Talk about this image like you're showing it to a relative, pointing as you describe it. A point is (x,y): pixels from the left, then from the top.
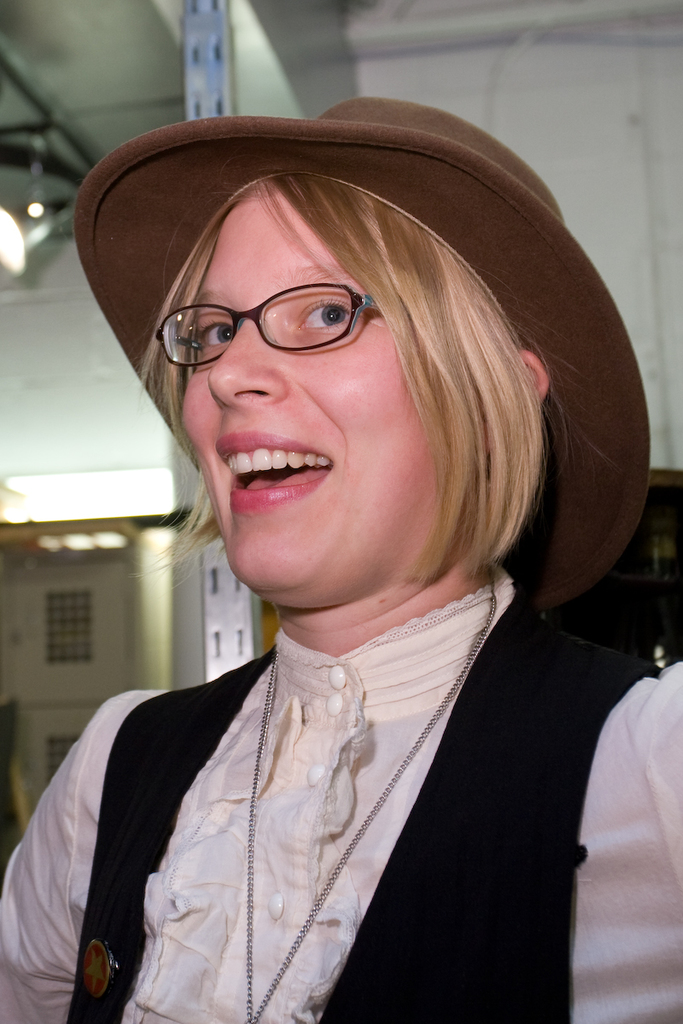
In the picture I can see women (357,399) wearing spectacles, behind we can see light (10,227) to the roof (75,19).
